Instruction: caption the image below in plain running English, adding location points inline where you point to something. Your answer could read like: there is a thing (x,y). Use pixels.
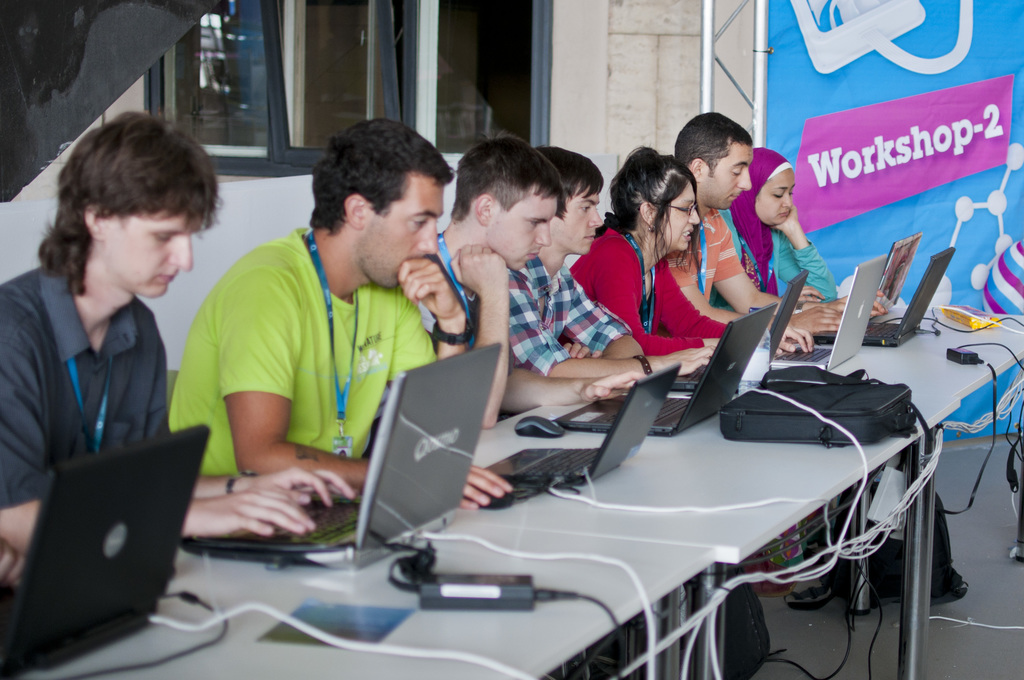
In this picture there are tables (769,481), cables (469,597), laptops (103,598), mouses (525,430), bags (801,392) and people (465,282) sitting. On the right (936,119) there is a banner (954,139). In the background (385,77) there are windows (309,70).
